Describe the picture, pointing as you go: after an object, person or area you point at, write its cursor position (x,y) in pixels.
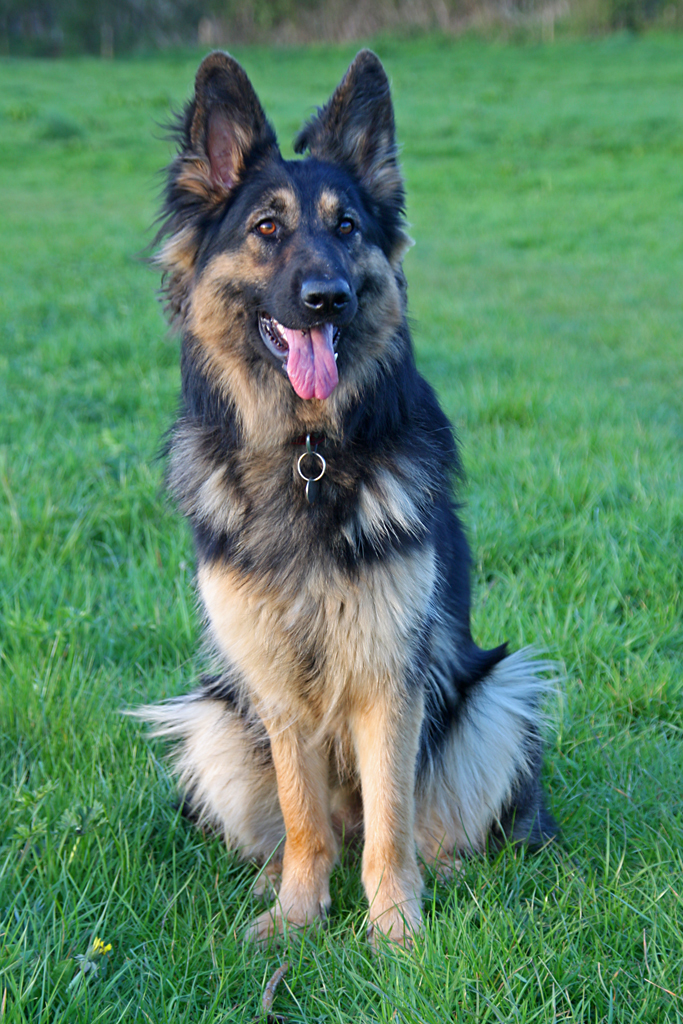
In this picture there is a dog (292,323) sitting on the grass (124,959). At the back (12,41) there might be trees (121,18) and the dog (380,74) is in black and cream color.
